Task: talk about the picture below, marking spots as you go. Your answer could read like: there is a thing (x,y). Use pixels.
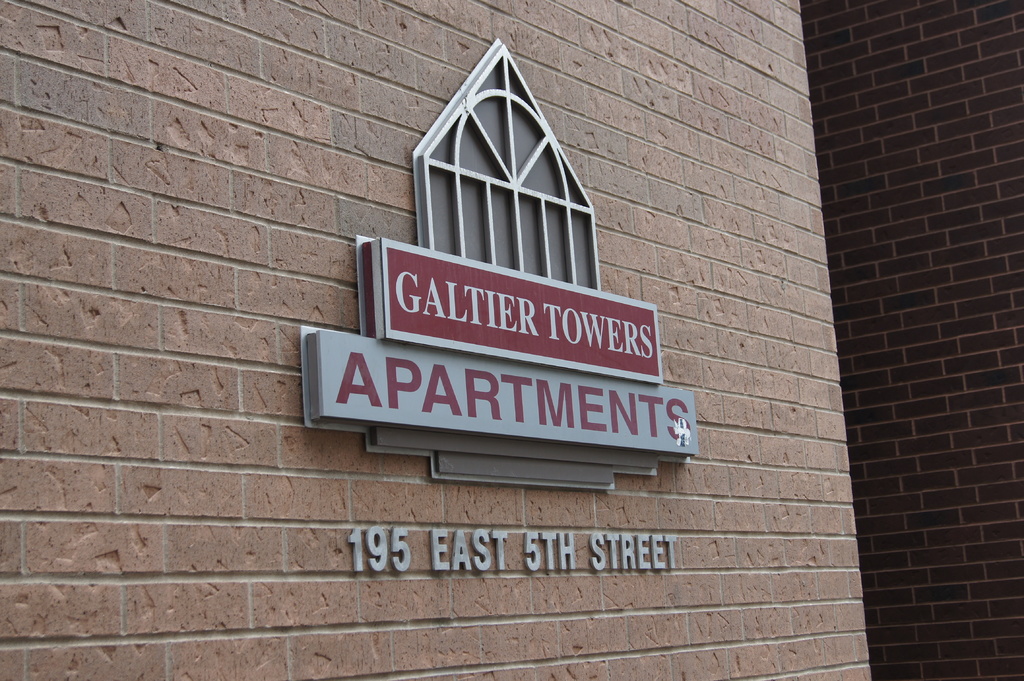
In this image there is a wall (84,652), on that wall (705,291) there is some text (484,547) written.
